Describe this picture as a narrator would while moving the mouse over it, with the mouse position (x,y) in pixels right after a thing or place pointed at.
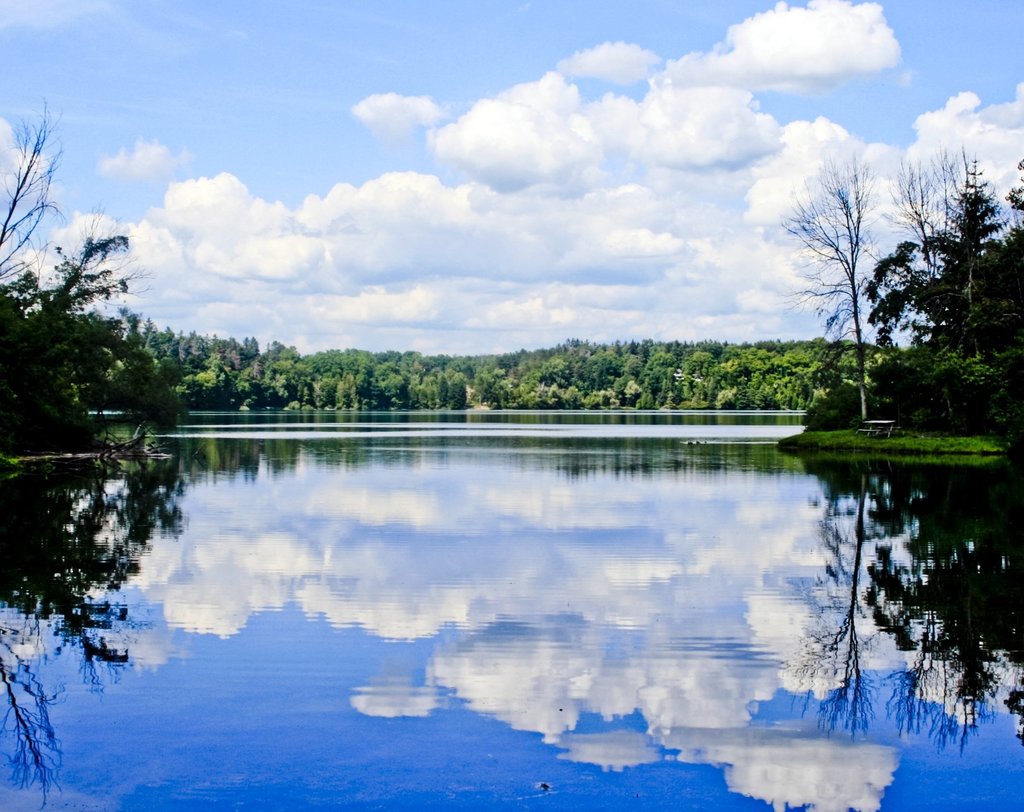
In the image there is a lake (601,598) with clouds reflection (447,650) on it, in the back (188,347) there are trees (265,379) all over the image and above its sky (282,118) with clouds (520,112).
